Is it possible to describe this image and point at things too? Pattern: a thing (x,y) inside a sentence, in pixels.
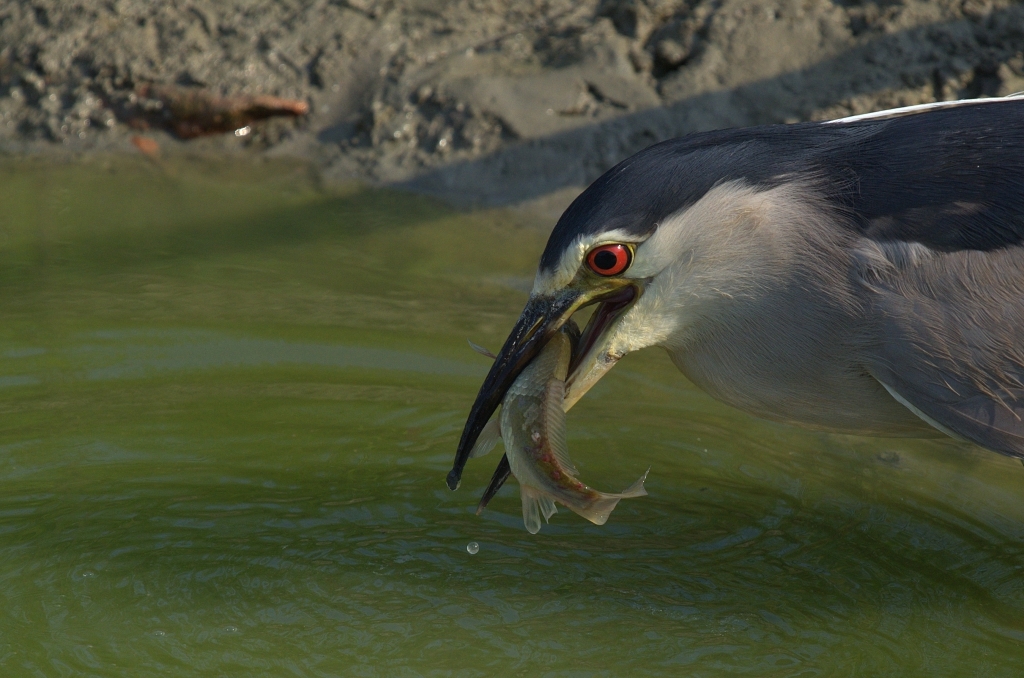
In this image I can see the bird (743,364) eating the fish (527,404). The bird (686,353) is in black and white color. And to the left (212,342) I can see the water (205,404) which are in green color. In the back (554,92) there is a mud (414,90) which is in grey color.
